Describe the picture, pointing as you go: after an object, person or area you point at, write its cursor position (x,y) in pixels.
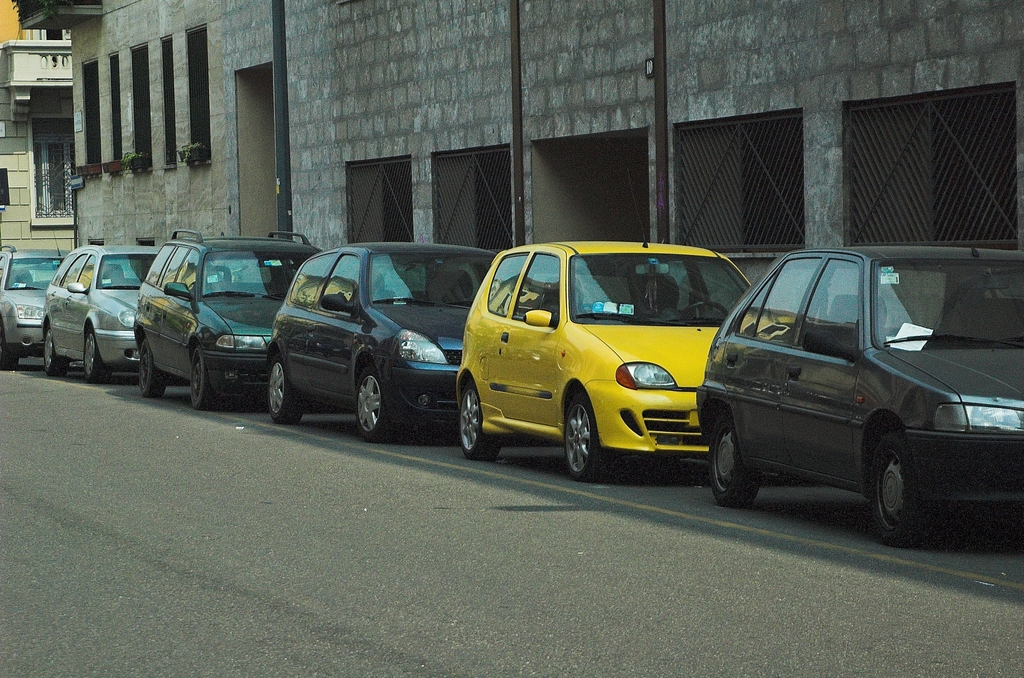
There is a road (243,554). On the side of the road (262,551) there are cars (569,385). Also there are buildings (370,98) with brick wall (331,74). On the wall (127,150) there are windows (140,145). Near to that there are pot (118,169) with plants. Also there are windows (368,206) with mesh (880,169).
